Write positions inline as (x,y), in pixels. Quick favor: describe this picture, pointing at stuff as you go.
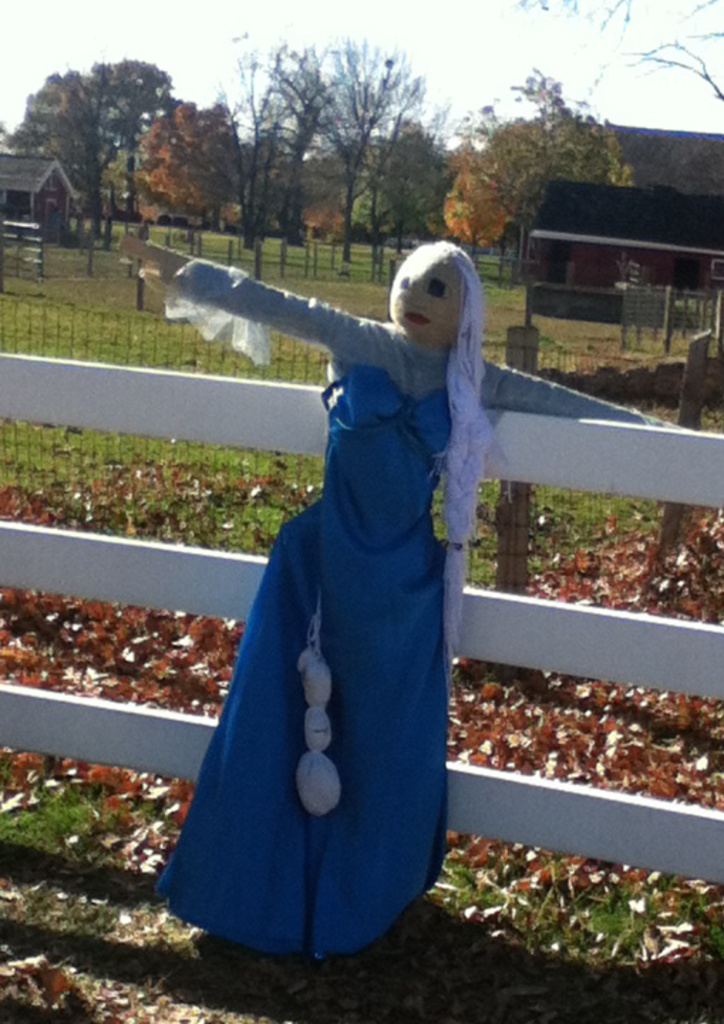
In the image there is a scarecrow (389,603) on the wooden fence (576,626), in the back (605,246) there are trees (337,216) and plants (105,183) and homes (636,233) all over the land (49,320) and above its sky (400,32).
